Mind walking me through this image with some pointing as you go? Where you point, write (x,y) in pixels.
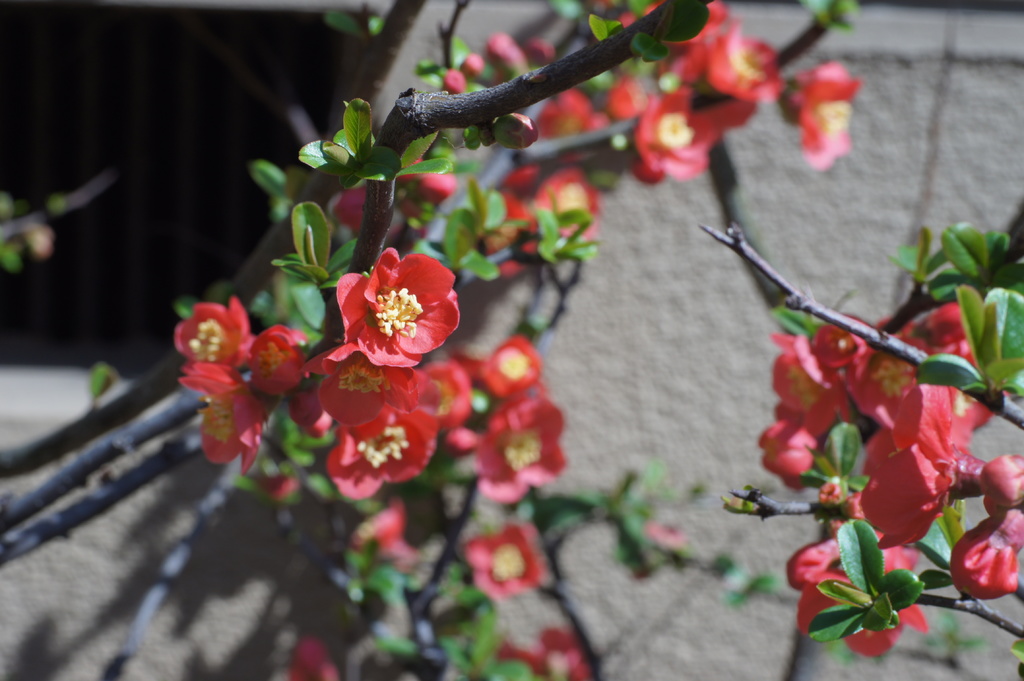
In this picture we can see branches (416,607) with flowers (499,374), leaves (393,600) and in the background (736,258) we can see the wall (919,161).
